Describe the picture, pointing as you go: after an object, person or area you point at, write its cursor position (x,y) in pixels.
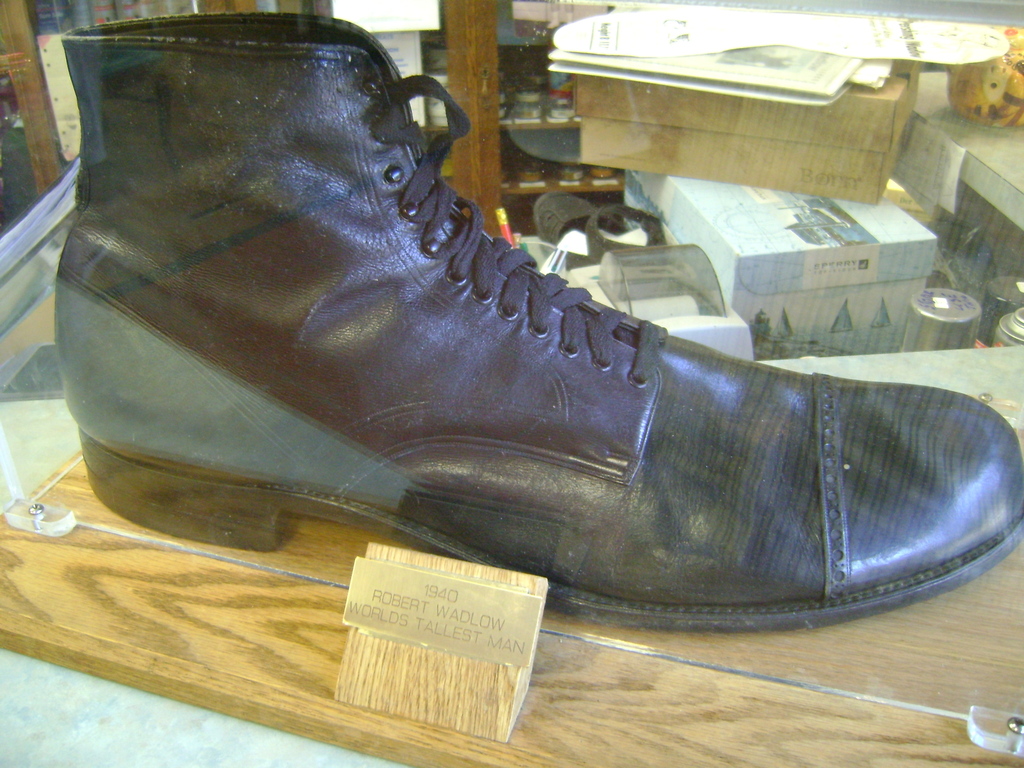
In this picture we can see text (386,601) and a shoe (891,497) on the wooden surface (138,624). In the background (845,309) we can see boxes (758,214), papers (808,76) and some objects (471,98).
